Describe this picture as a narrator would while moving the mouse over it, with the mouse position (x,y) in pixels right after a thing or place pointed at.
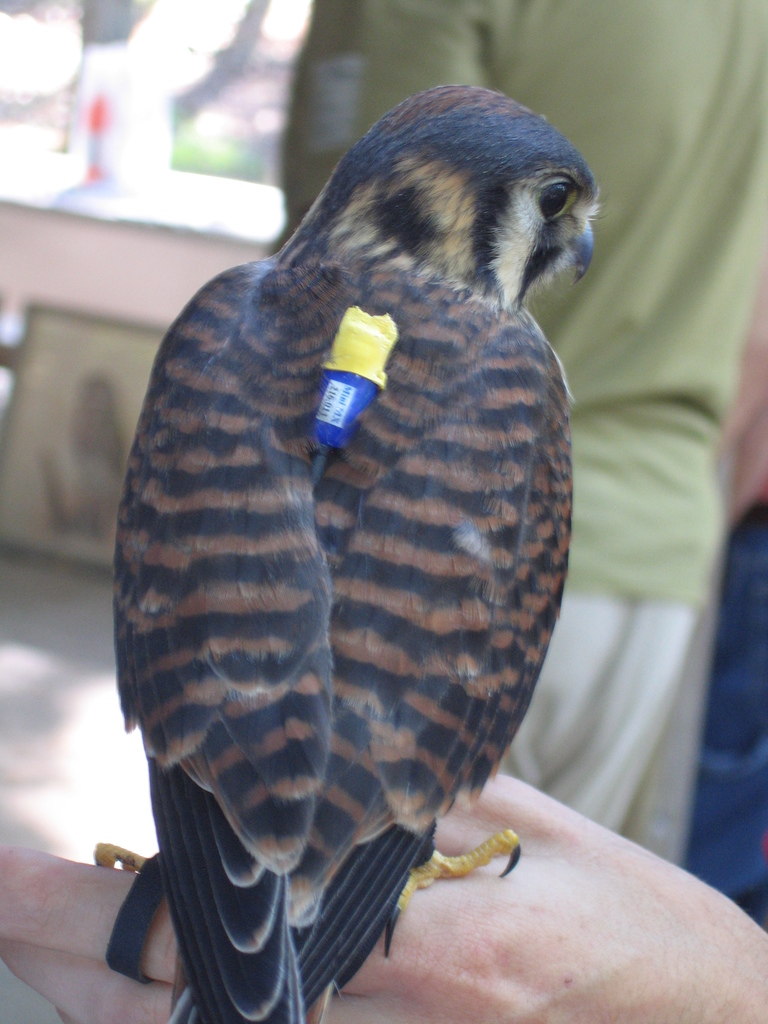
In the middle of the image (449,554) we can see a bird (286,618), in the background (662,438) we can find few people (657,403).
